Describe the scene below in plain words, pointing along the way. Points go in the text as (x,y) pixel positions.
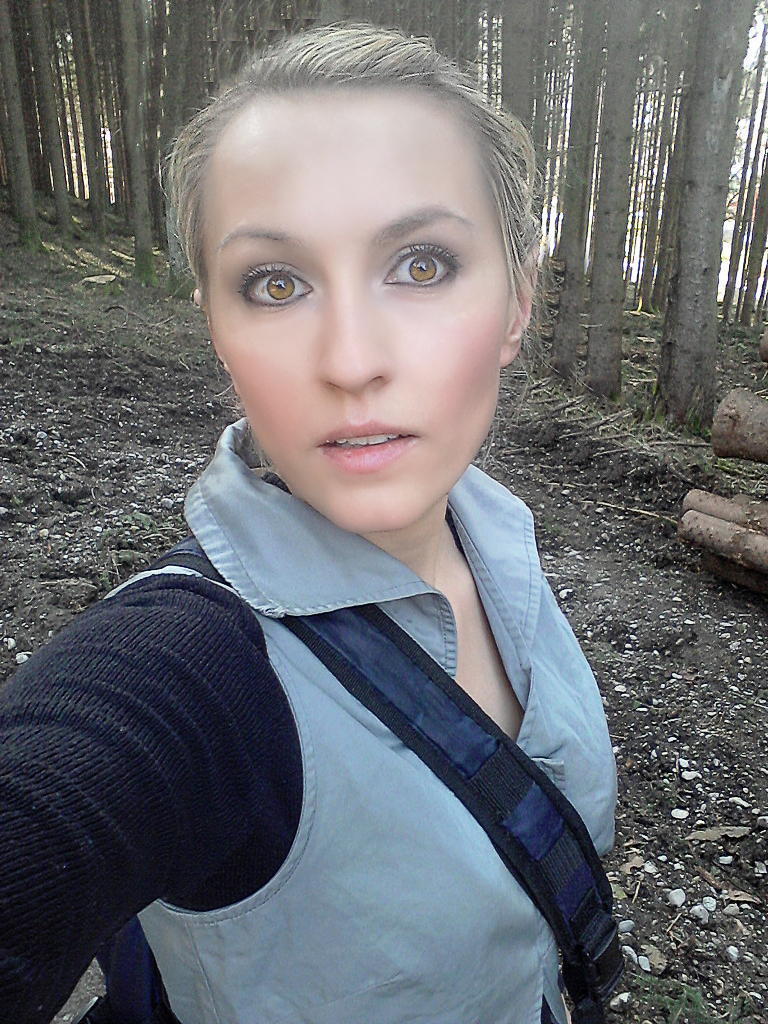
In this picture we can see a woman (350,923). In the background (568,354) there are trees (568,354).
